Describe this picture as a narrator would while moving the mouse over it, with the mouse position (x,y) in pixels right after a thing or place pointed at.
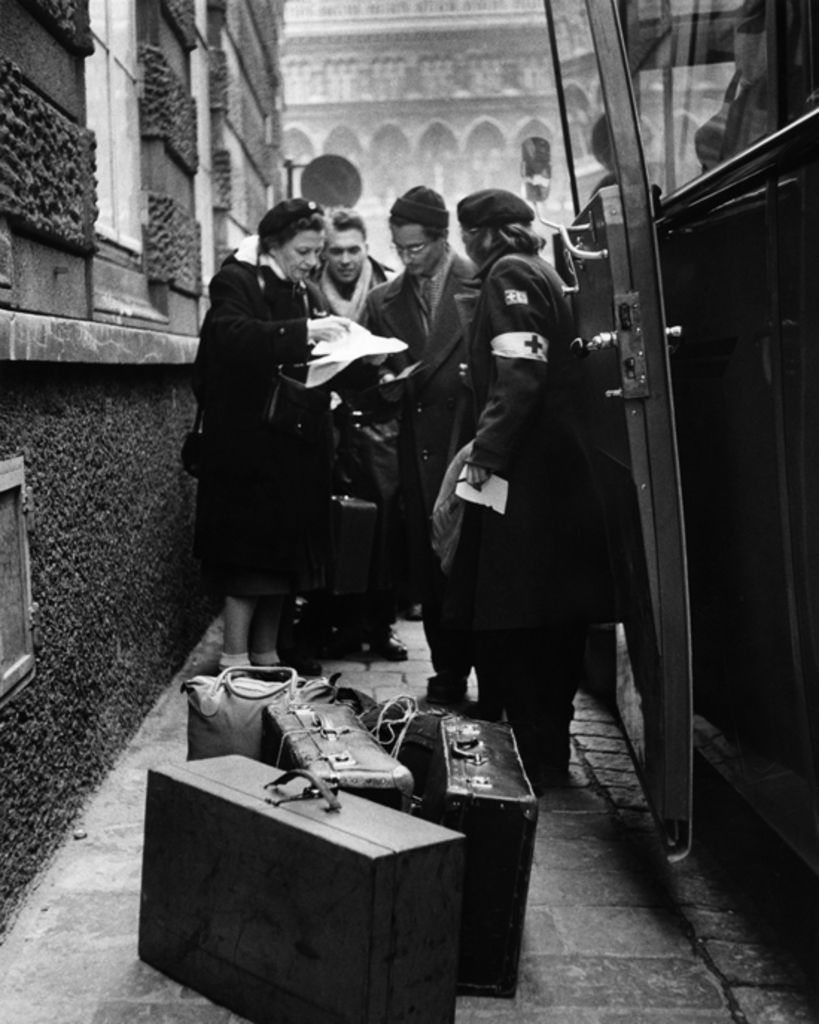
In this image there are four members (377,373) who are standing on the left side (264,410) there is one woman (267,398) who is standing and she is holding a paper (339,342) and on the left side (124,254) there is wall (51,107) and on the right side (675,339) there is one vehicle (642,170) on the background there is one window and in the bottom of the image (348,848) there are luggage (349,770) and backpacks (251,749) are there on the floor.
